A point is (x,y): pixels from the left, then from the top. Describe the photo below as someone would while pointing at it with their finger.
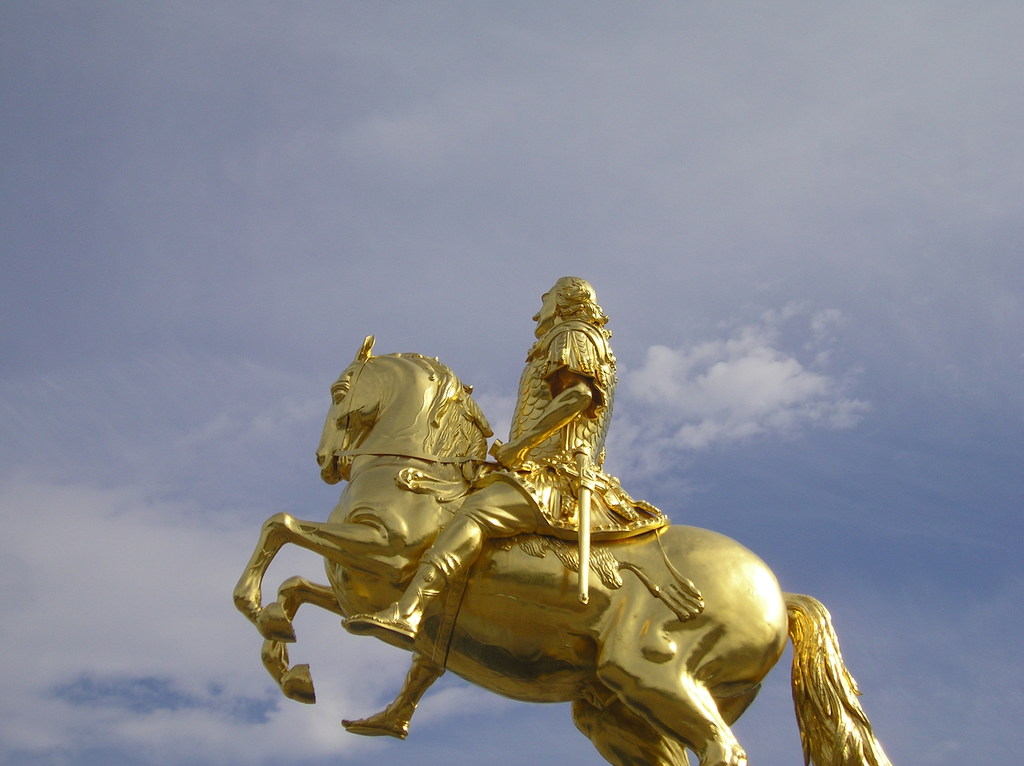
This picture is clicked outside. In the center (562,411) we can see the sculpture (563,426) of a person (587,394) sitting on the sculpture (390,581) of a horse (592,617). In the background (901,210) we can see the sky (300,314) and the clouds (89,722).
